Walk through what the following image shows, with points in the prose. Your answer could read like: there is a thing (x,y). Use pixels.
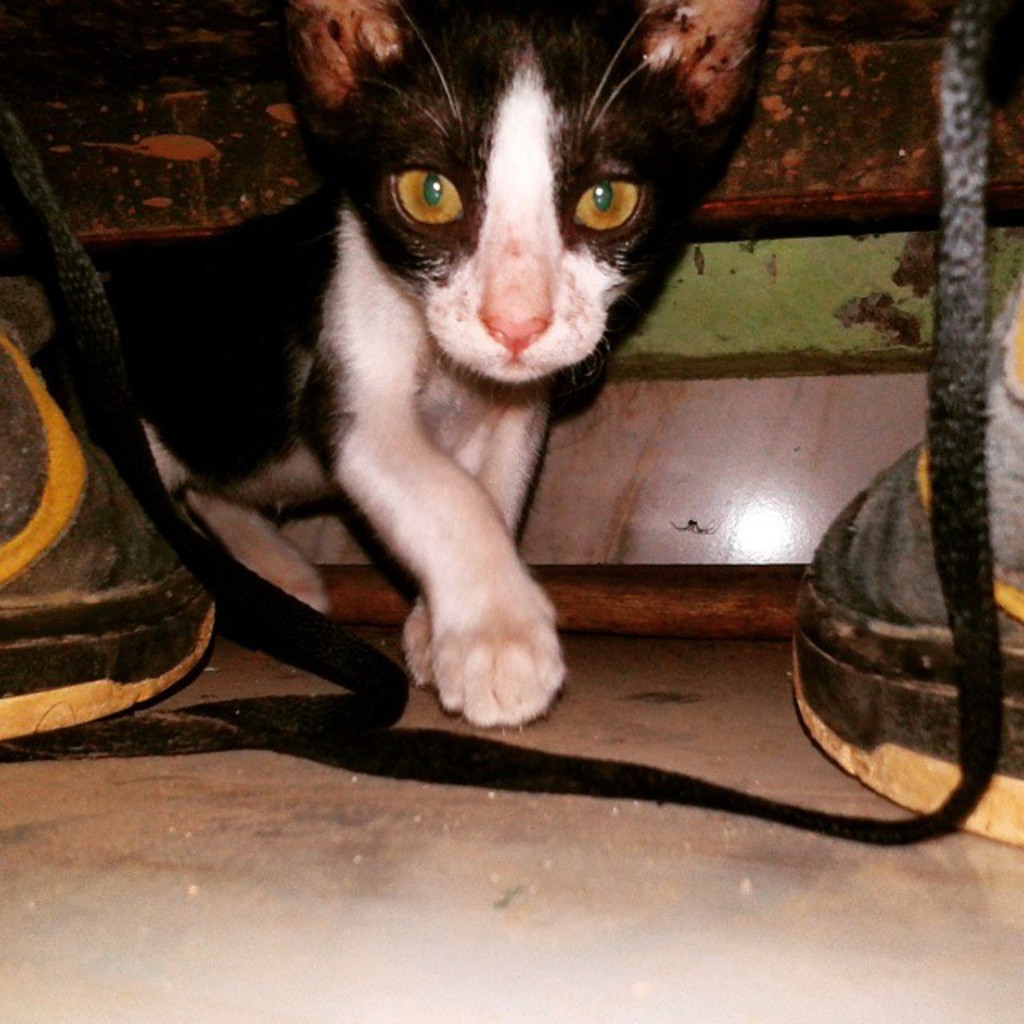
In this image there is a cat (431,435), beside the cat (399,526) there are some objects (801,571).
